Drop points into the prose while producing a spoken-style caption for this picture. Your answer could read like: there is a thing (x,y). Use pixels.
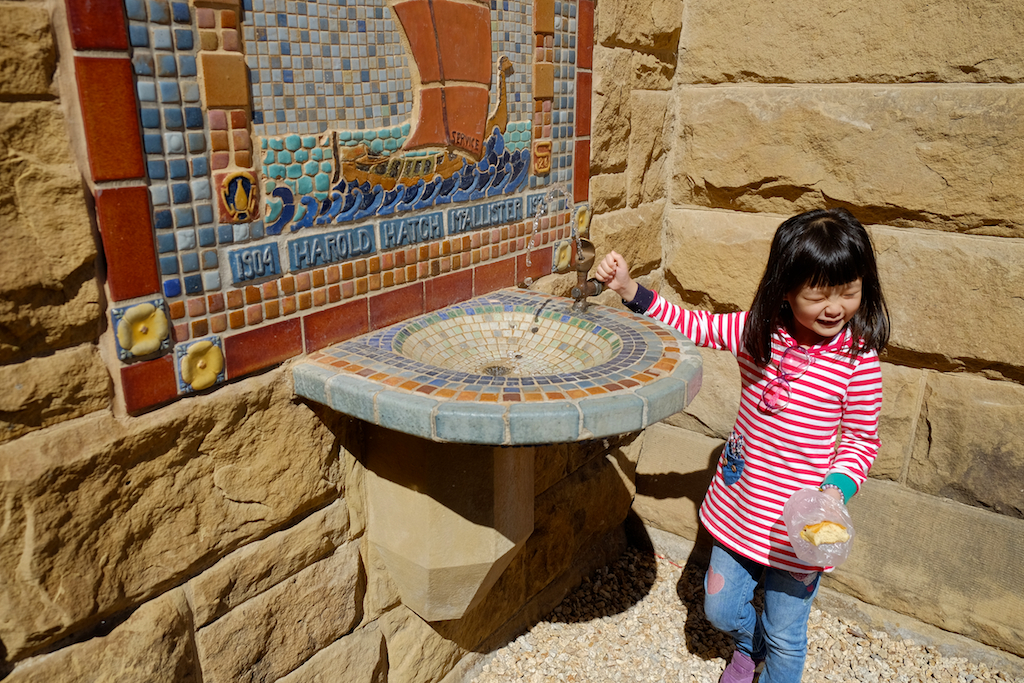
In this image we can see a girl (742,507) standing and holding an object (798,520) in her hand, on the other hand (621,270) she is holding a tap (591,257) which is attached to sink (456,418). In the background (72,258) there is a wall (149,528) with bricks (178,545).
